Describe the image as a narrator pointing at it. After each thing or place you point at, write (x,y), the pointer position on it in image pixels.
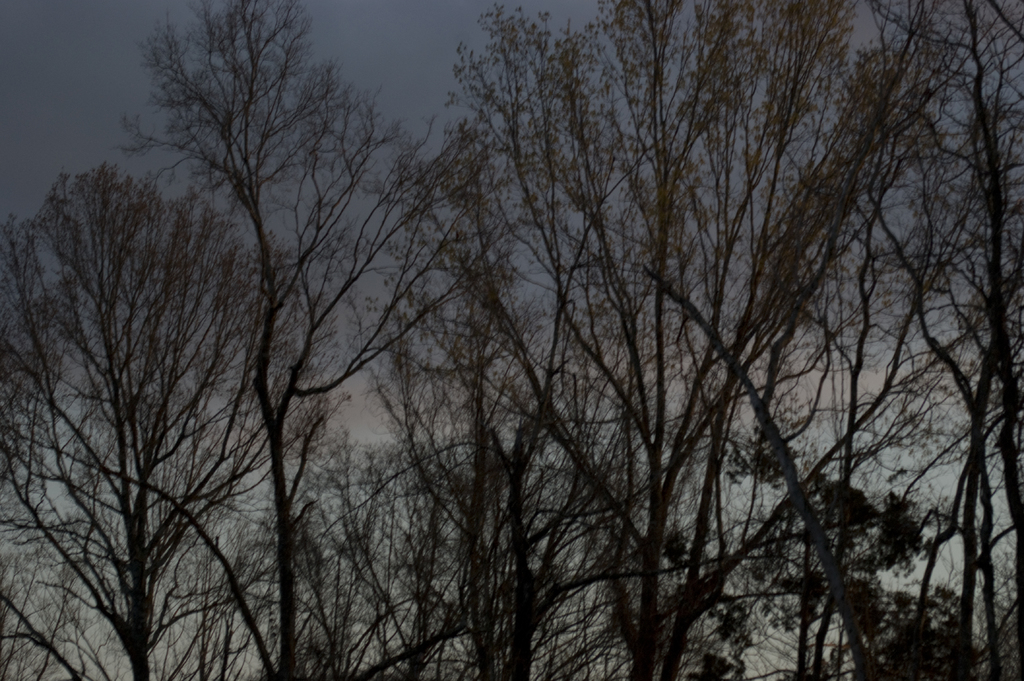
In this image we can see some big trees (284,524) and there is the sky (457,401) in the background (390,389).
